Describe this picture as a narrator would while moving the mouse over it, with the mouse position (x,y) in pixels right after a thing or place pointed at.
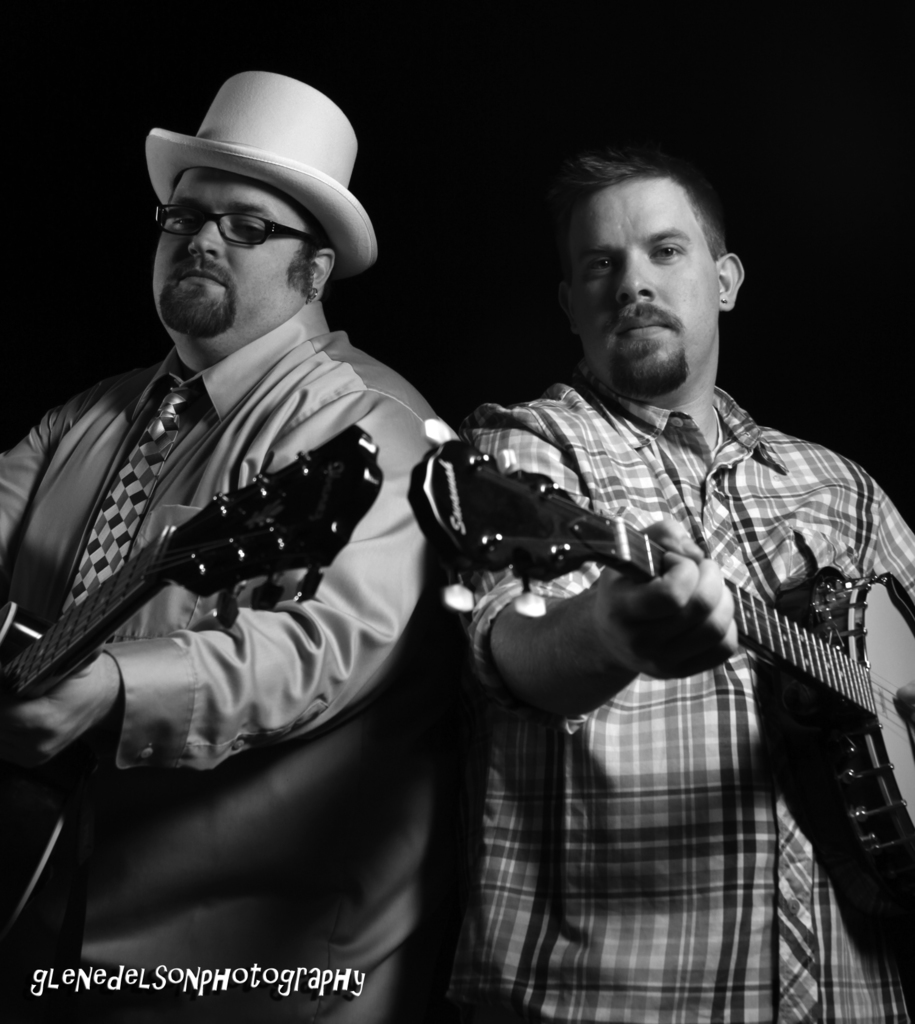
This is a black and white image. In the center of the image (549,621) there are two persons (230,202) holding guitar (327,464). At the bottom of the image (330,979) there is text (187,989).
